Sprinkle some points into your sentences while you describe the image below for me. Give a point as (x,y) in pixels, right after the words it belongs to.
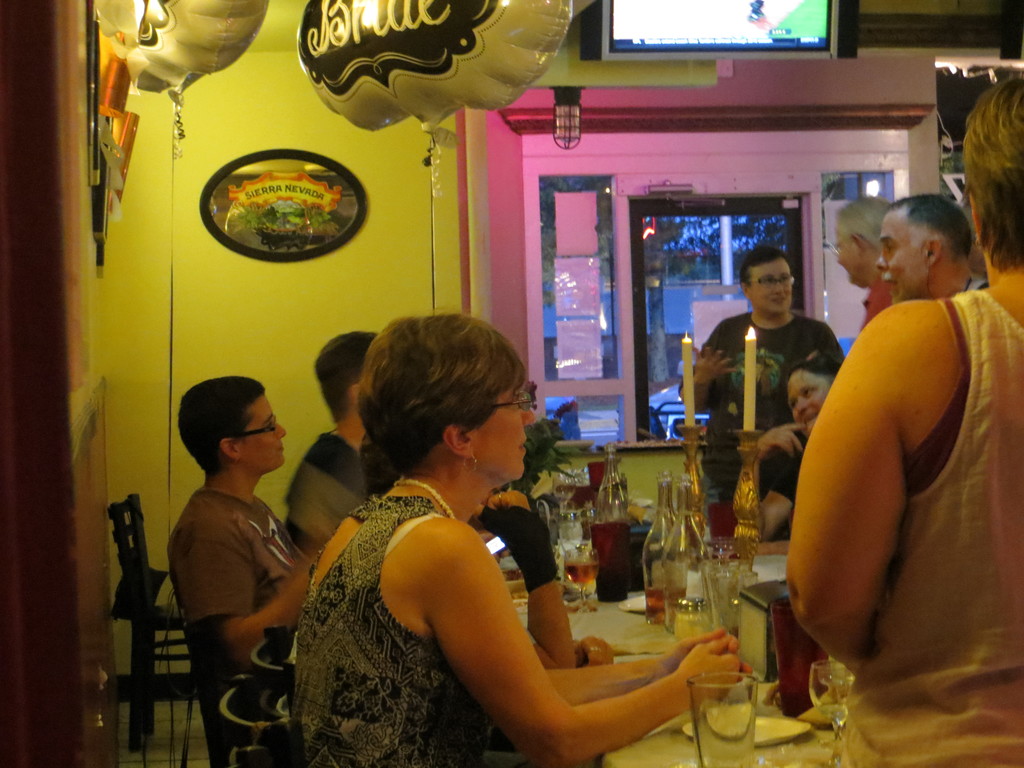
In this image, we can see a table (692,749), there are some glasses (742,695) and bottles (666,583) on the table (692,749). On the left side (329,525), we can see some people (395,758) sitting on the chairs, On the right side (936,624), we can see some people (884,418) standing. We can see some objects (468,82) hanging, there is a television (816,44) on the wall (614,76).
